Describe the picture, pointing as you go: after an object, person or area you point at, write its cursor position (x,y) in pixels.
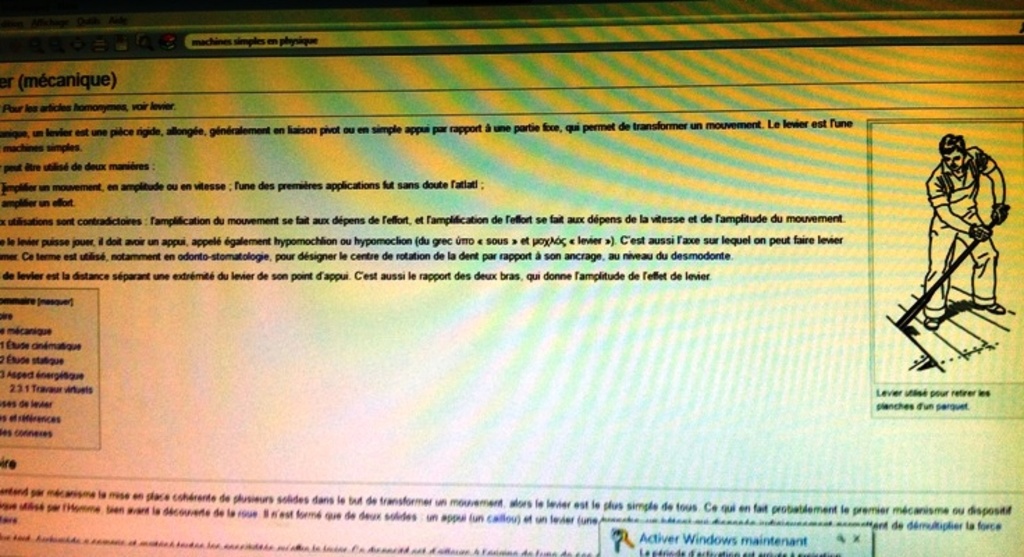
This picture consists of a text (605,261) and image of person (963,235) and on the text (207,190) I can see colorful designs (224,312).
